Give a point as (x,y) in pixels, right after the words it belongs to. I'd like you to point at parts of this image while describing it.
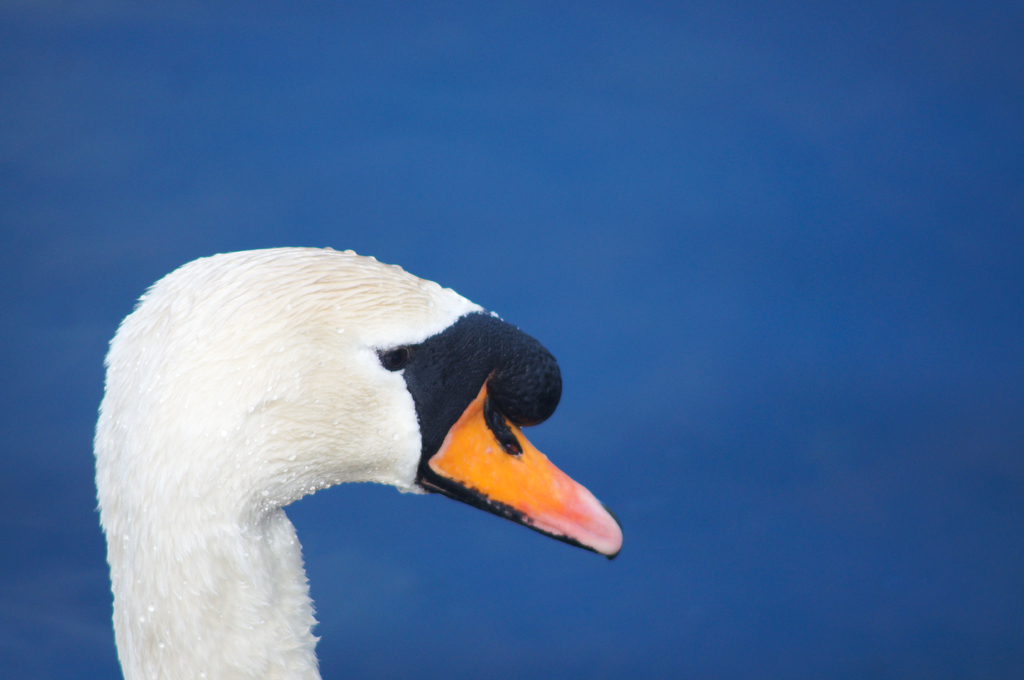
In the picture we can see a part of swan (120,355) which is white in color with a black face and orange color beak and in the background (757,458) we can see a blue in color.
